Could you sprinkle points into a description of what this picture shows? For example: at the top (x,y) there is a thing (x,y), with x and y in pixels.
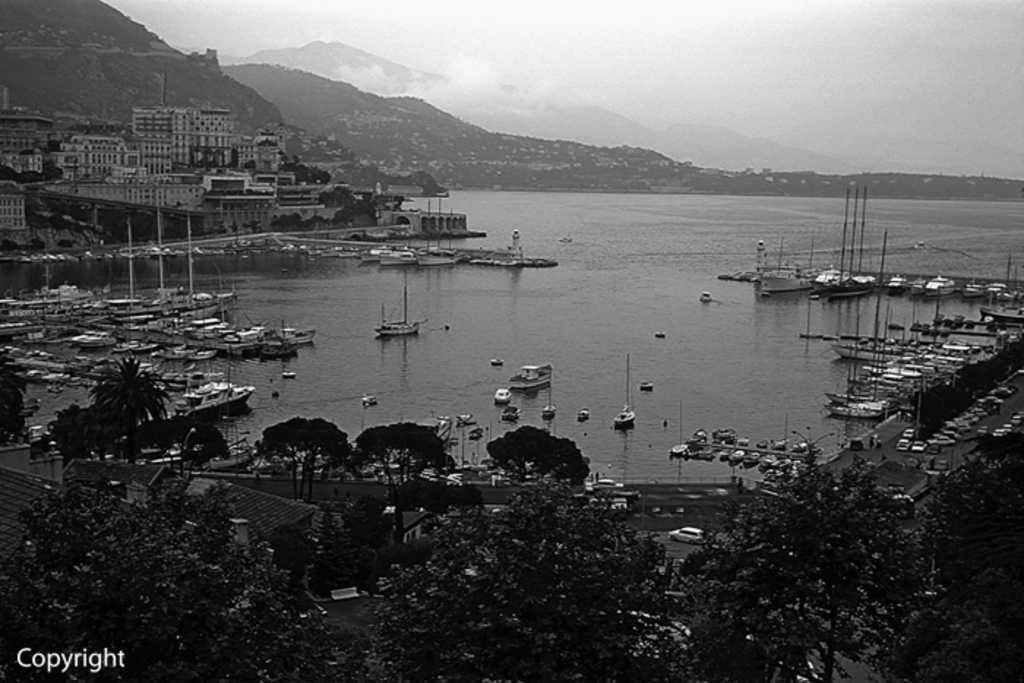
In this image I can see many vehicles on the road (911,454). On both sides of the road (343,496) I can see many trees (302,463) and poles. There are many boats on the water (518,320). In the background (142,163) I can see the buildings (171,166), mountains (317,105) and the sky (463,90). I can see this is a black and white image.
